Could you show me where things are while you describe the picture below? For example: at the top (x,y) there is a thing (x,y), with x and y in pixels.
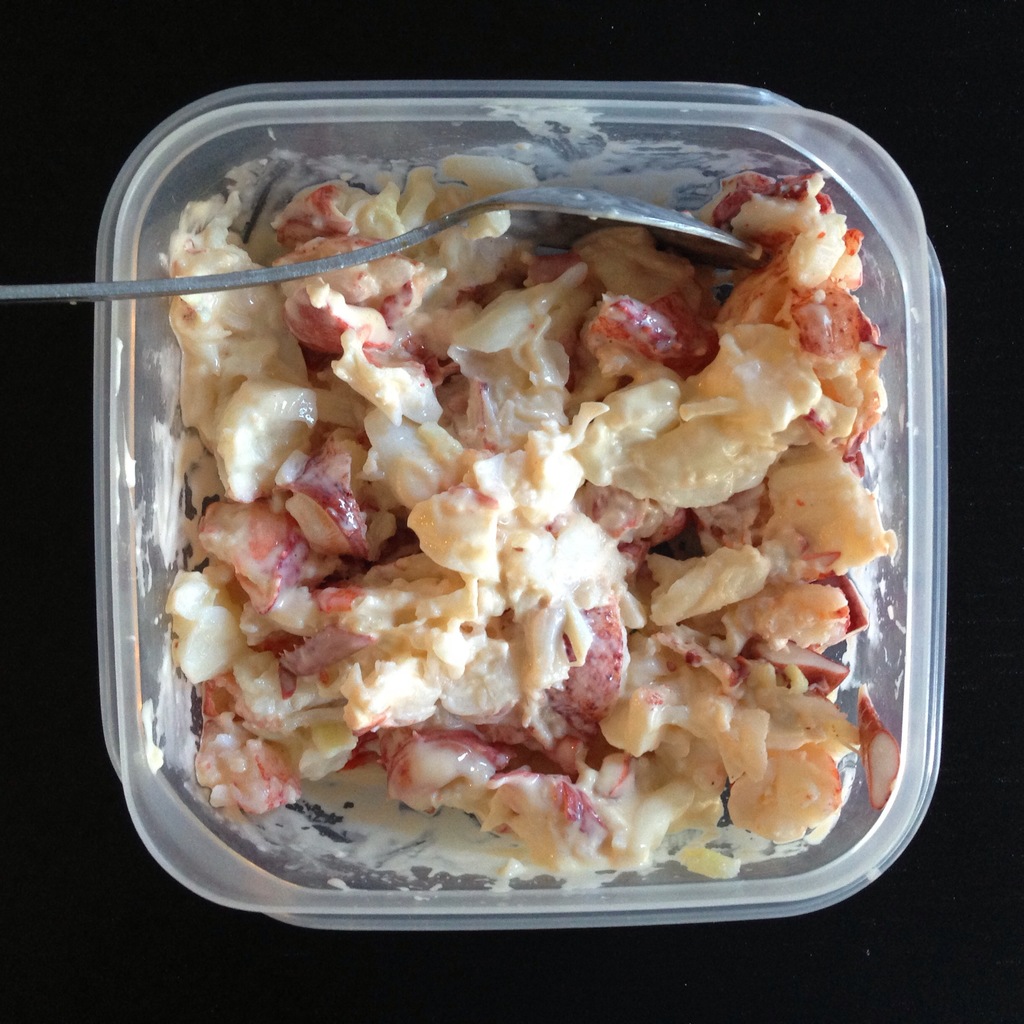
In this image I can see a food (612,351) in white color box (722,115). I can see the spoon (577,195) and background (905,50) is in black color.
